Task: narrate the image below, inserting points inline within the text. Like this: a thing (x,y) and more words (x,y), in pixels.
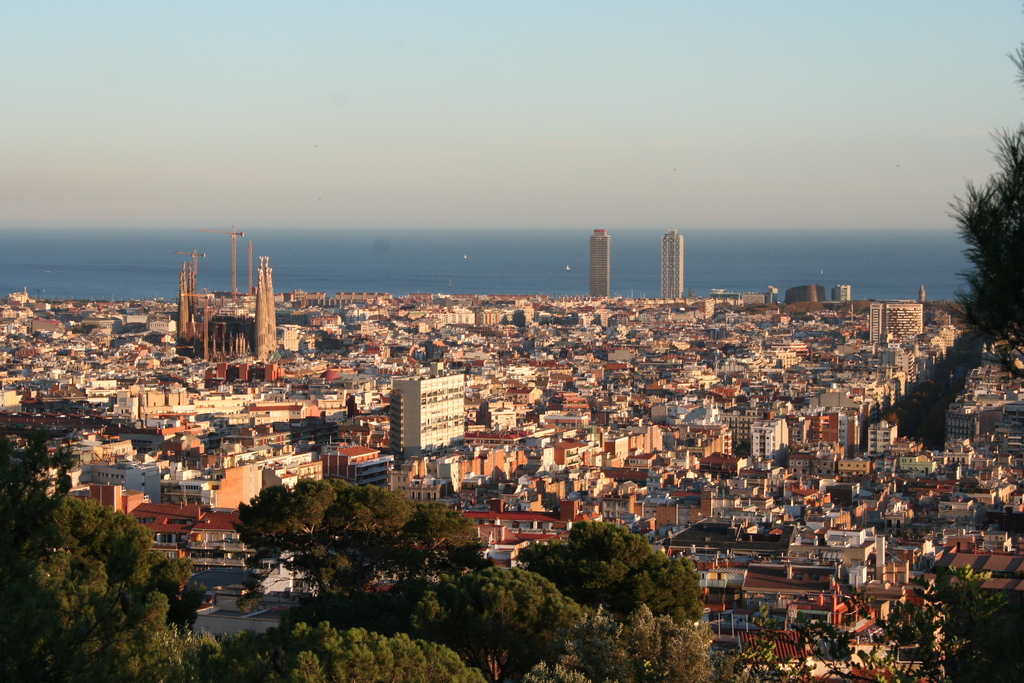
In this image, we can see buildings (452,472), trees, towers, poles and there are vehicles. At the top (160,122), there is sky (242,165).
